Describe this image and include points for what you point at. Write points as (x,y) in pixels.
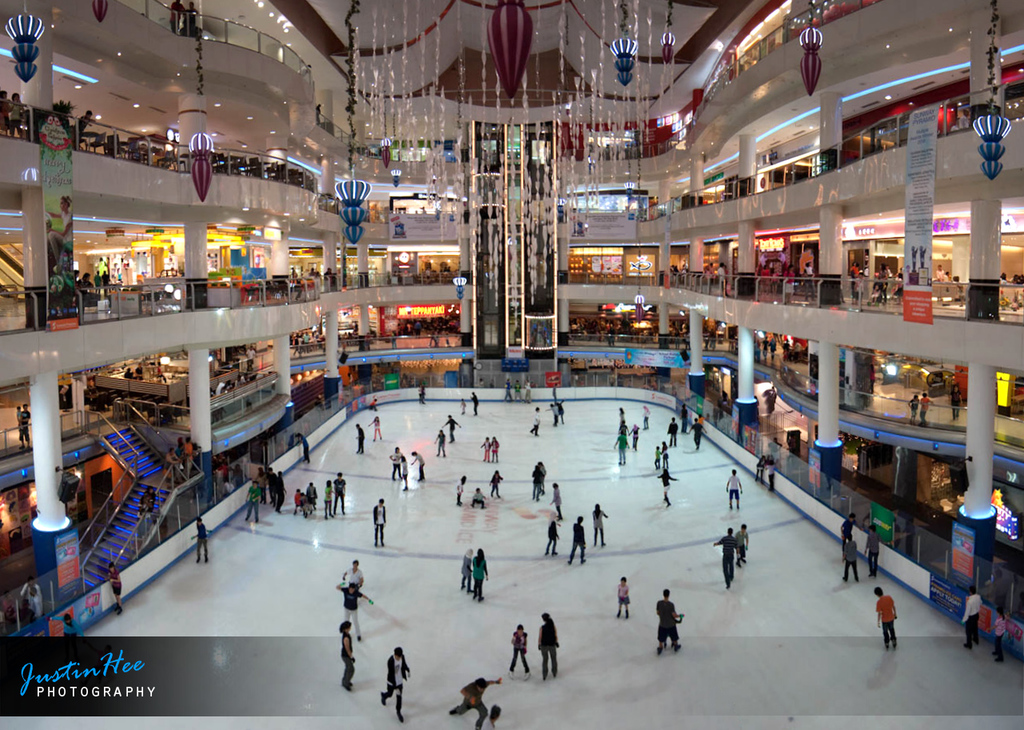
In this image, there are a few people (28,582). We can see the ground (649,721). We can see some stores (771,335), pillars (837,103) and boards (72,568) with text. We can also see the fence (552,390). We can see some stairs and the railing (68,116). We can see some glass (329,198) and objects (205,135) hanging. We can also see some text (60,677) on the bottom left corner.
